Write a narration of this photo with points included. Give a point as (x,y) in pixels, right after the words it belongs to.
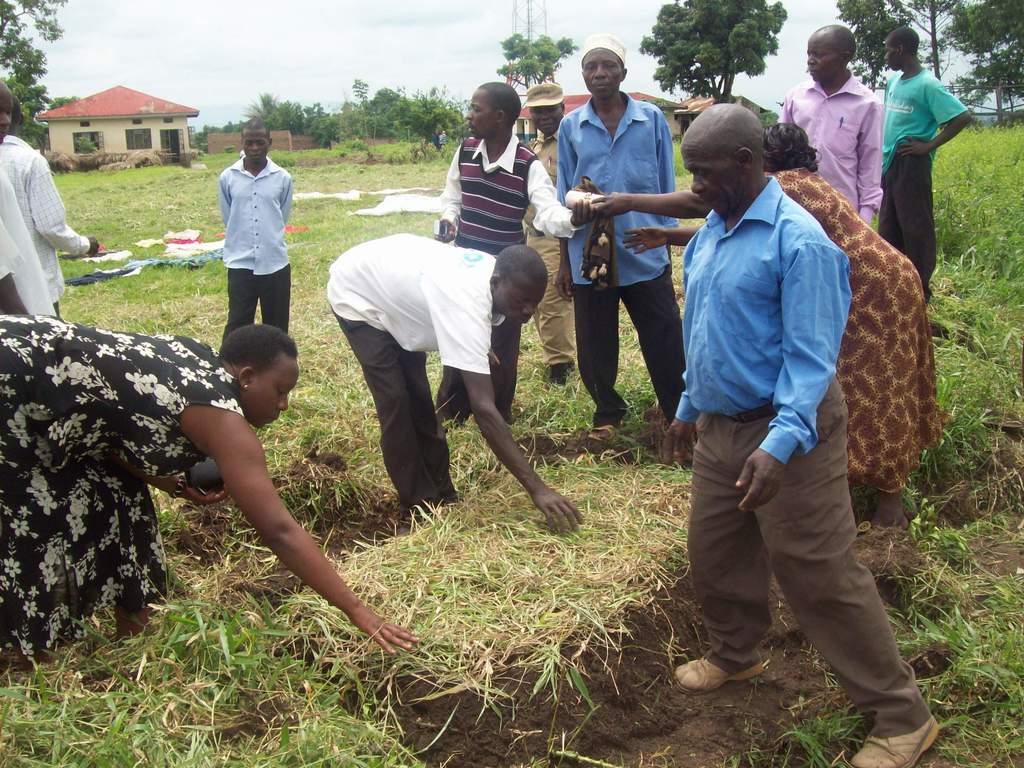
In this image we can see people (850,273). At the bottom (367,672) there is grass (907,637) and we can see clothes (183,247). In the background (174,163) there are sheds (108,102), trees (316,121) and sky (370,48).
